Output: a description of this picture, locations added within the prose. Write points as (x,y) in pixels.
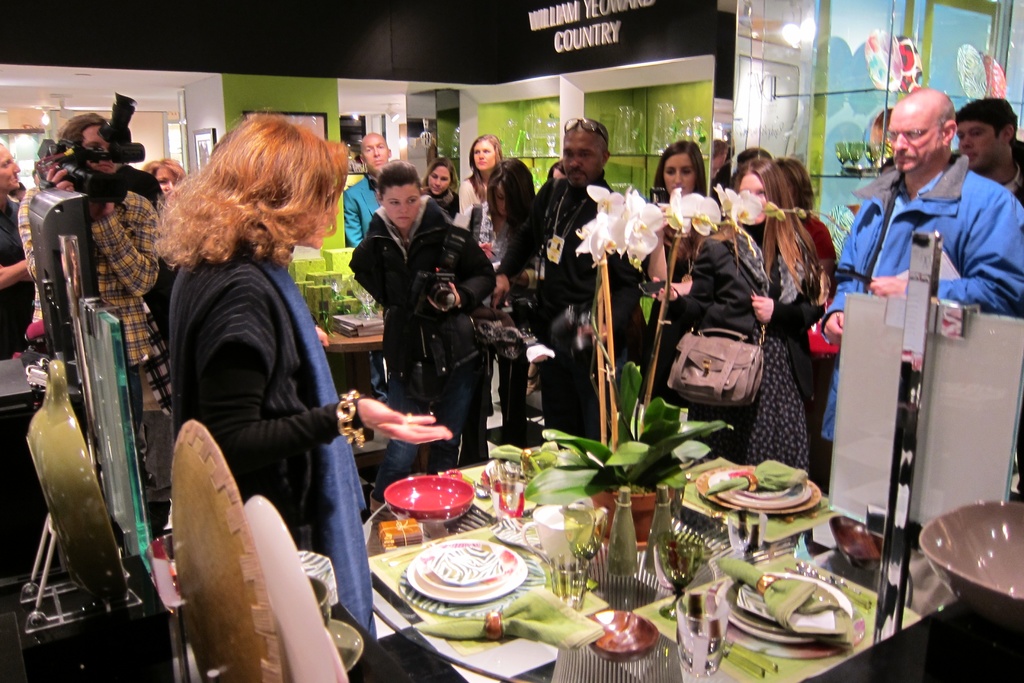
In this picture there is a group of men (918,229) and women (186,353) standing near the dining table (798,672). In the middle (469,341) there is a woman (438,335) wearing a black jacket (427,325) taking the photos with camera (443,298). In the front (466,520) there is a dining table (566,675) with flower pot (655,492), white plates (735,600), glass (715,620) and green cloth (813,587). In the background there is a green color wall (681,99) and shelves (601,118).
